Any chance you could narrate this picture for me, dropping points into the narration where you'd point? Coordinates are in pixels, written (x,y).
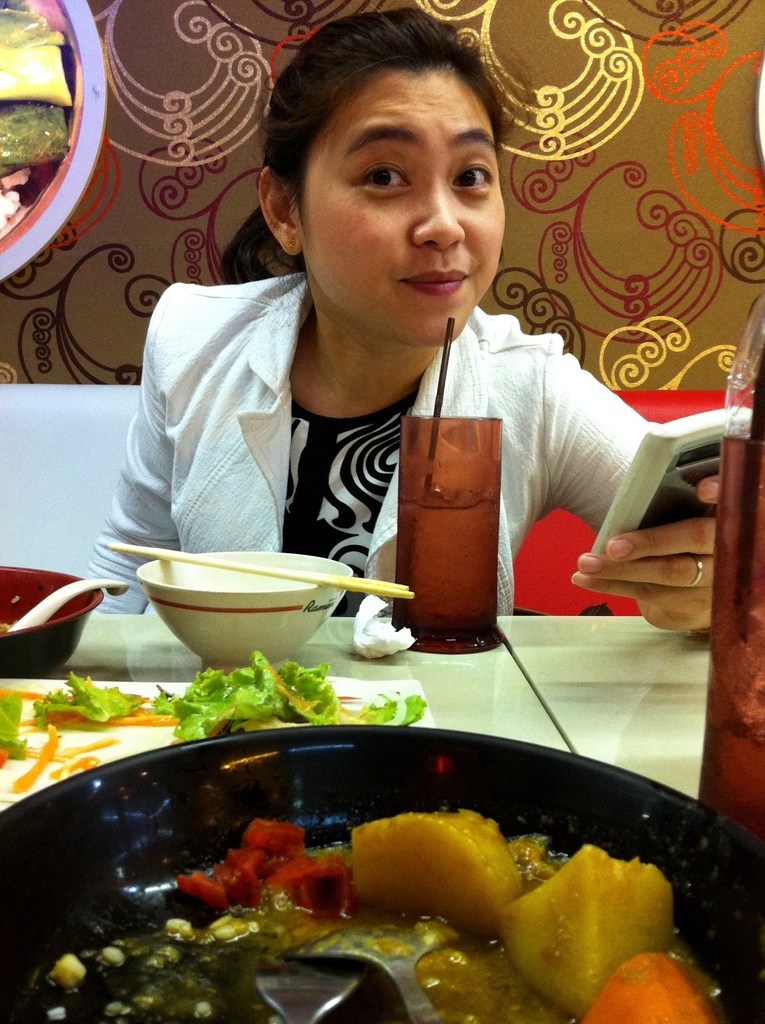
In this image I can see a girl (658,561) is sitting, holding the mobile phone (656,485) in her hand (587,557). She wore white color sweater (505,469), there are food items (280,874) on this dining table (396,660).
